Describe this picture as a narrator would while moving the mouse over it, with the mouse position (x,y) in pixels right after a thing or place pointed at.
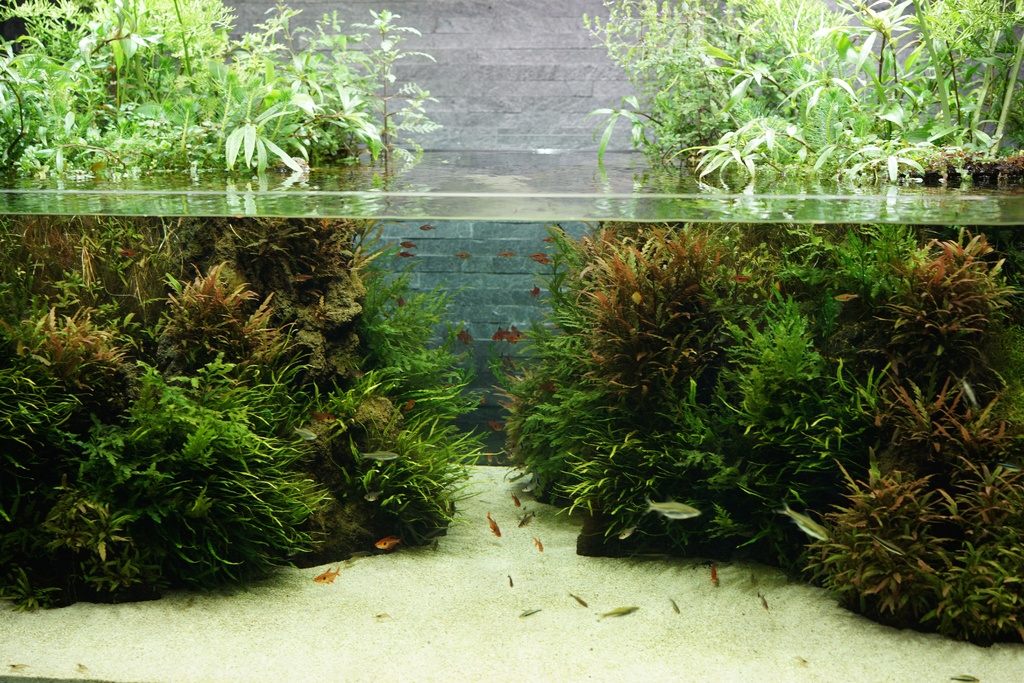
In the image we can see water (251,187), in the water (24,203) there are some fishes (1013,472). Behind the fishes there are some plants (47,155). Behind the plants (712,90) there is a wall (326,30).
